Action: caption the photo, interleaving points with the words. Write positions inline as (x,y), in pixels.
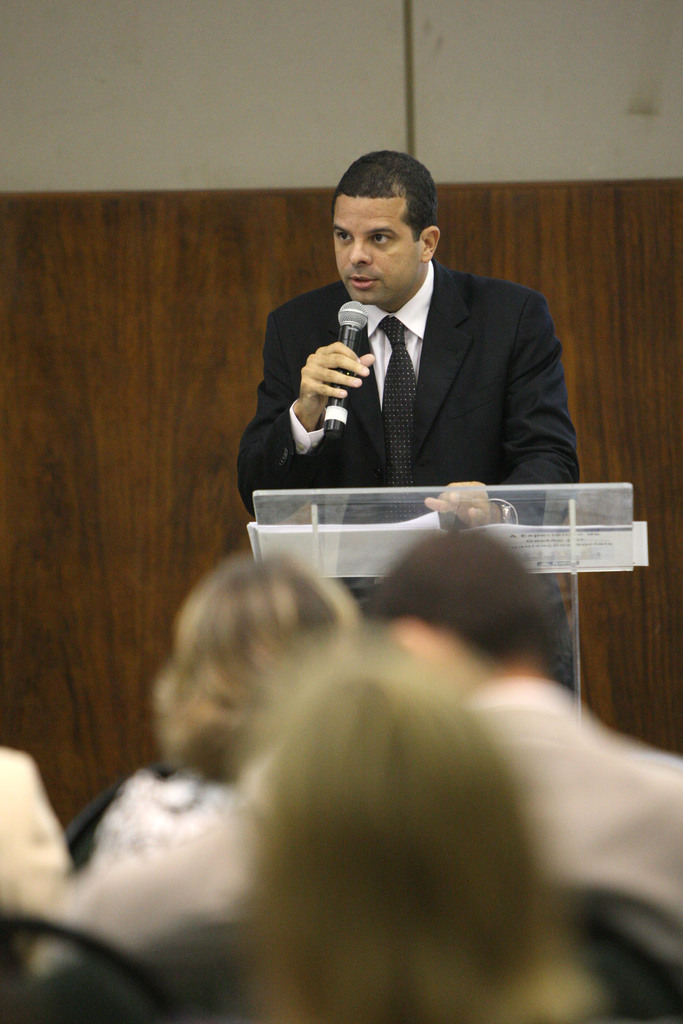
In this image i can see group of people (343,810) sitting on chair (163,938) at the back ground (558,428) i can see a man (530,445) standing in front of a podium (524,487) a man (374,371) holding a micro phone (357,327) at the back ground (190,258) i can see a wooden wall (194,250).
